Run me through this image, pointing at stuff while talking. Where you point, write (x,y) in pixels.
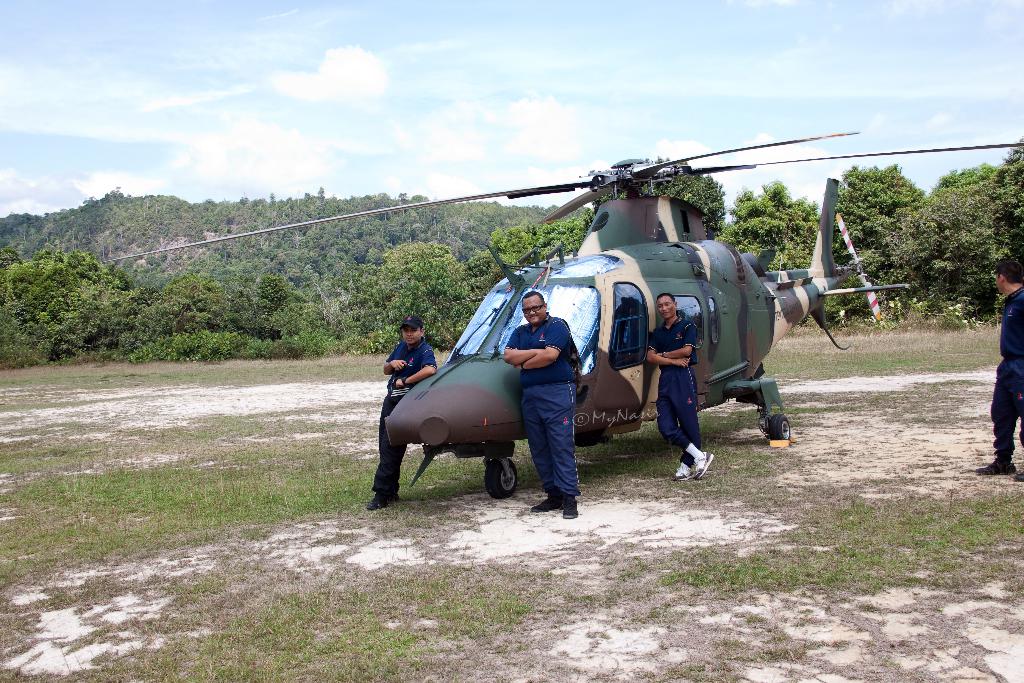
In the image we can see there are people (531,348) standing on the ground (43,530) and beside them there is a helicopter (644,322). The ground (900,409) is covered with grass (522,456) and behind there are lot of trees (102,330). There is clear sky (360,122) on the top (661,119).
